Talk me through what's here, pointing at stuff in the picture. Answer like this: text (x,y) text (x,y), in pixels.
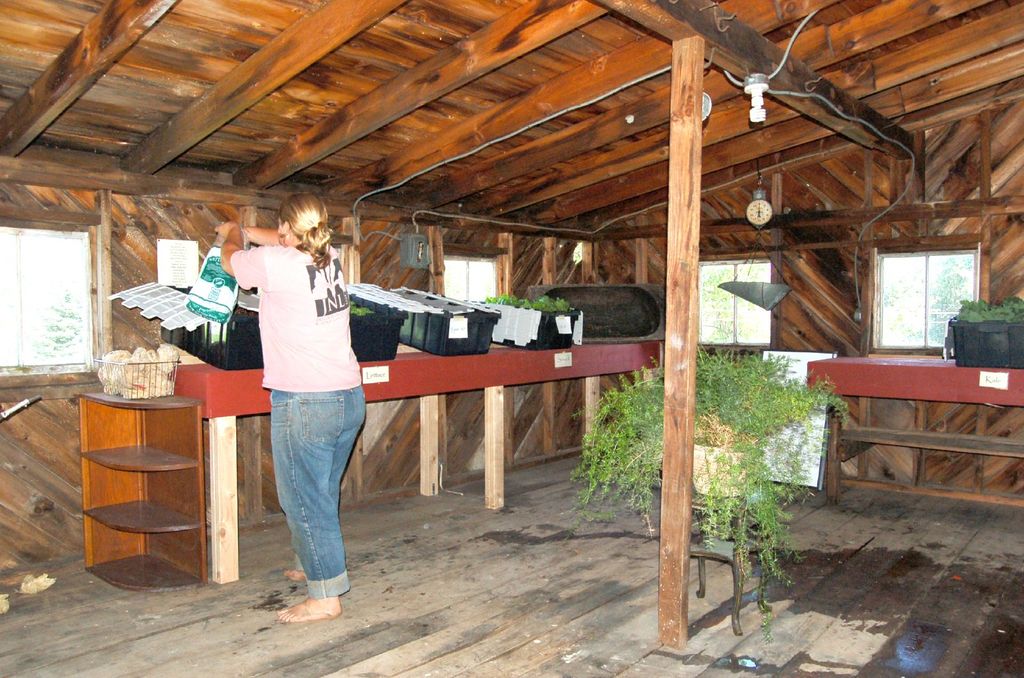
In this image in the middle (342,395) there is a woman (331,388) she wears t shirt (325,339) and trouser (333,427) her hair (323,262) is tied up. On the right (701,483) there is a plant (737,470), stool (723,556), clock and light (762,106). This is a wooden house (755,242). On the left (190,370) there is a table (435,362), box (464,350), window (472,295) and wall (375,271).
